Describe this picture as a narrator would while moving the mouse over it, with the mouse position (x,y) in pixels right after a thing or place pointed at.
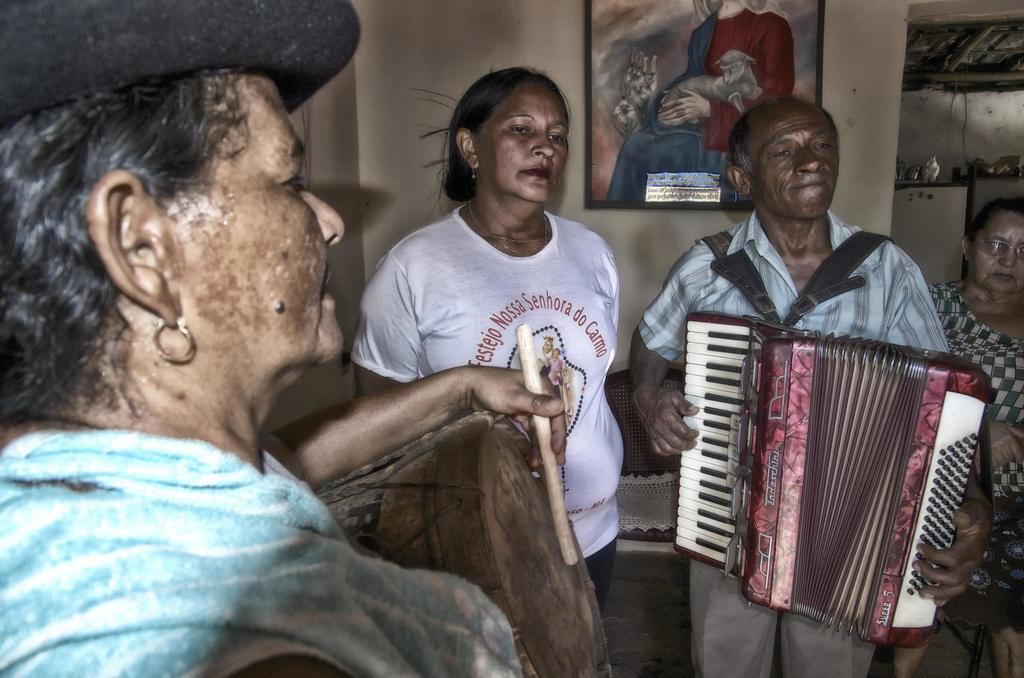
In this image I can see four people (460,309) standing and wearing the different color dresses (457,268). I can see two people (863,265) playing the musical instruments (530,509) and one person (221,114) wearing the cap (210,37). In the background (395,110) I can see the frame (610,41) to the wall (481,35).
